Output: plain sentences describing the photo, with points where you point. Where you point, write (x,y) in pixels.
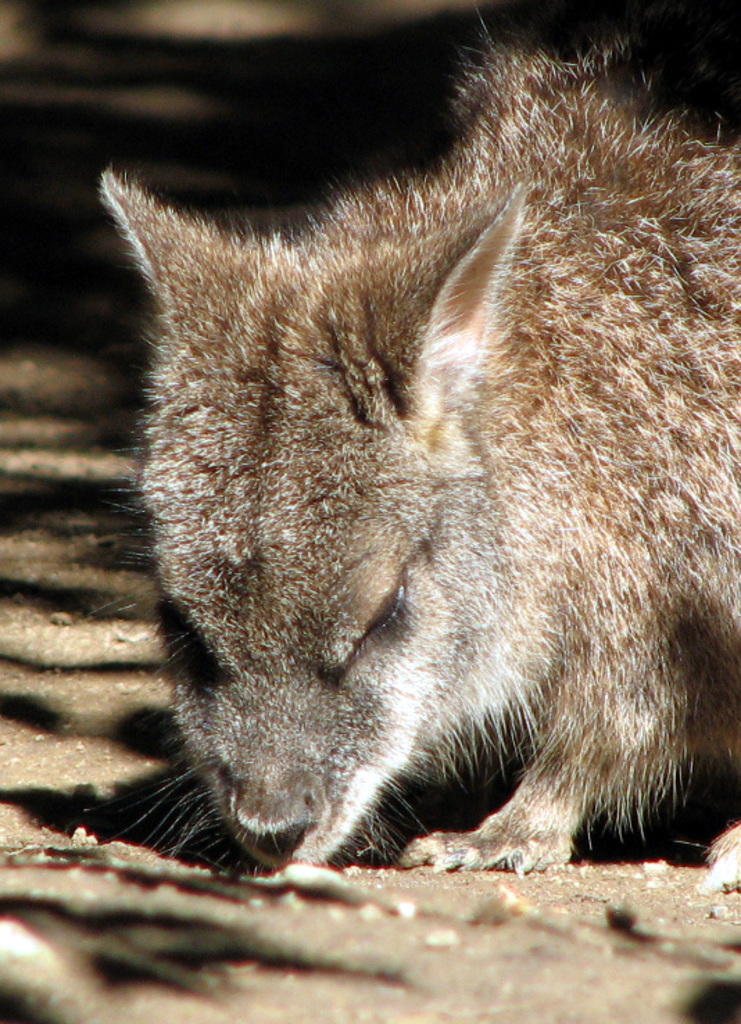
In the image we can see there is an animal (422,602) standing on the ground (407,936).
